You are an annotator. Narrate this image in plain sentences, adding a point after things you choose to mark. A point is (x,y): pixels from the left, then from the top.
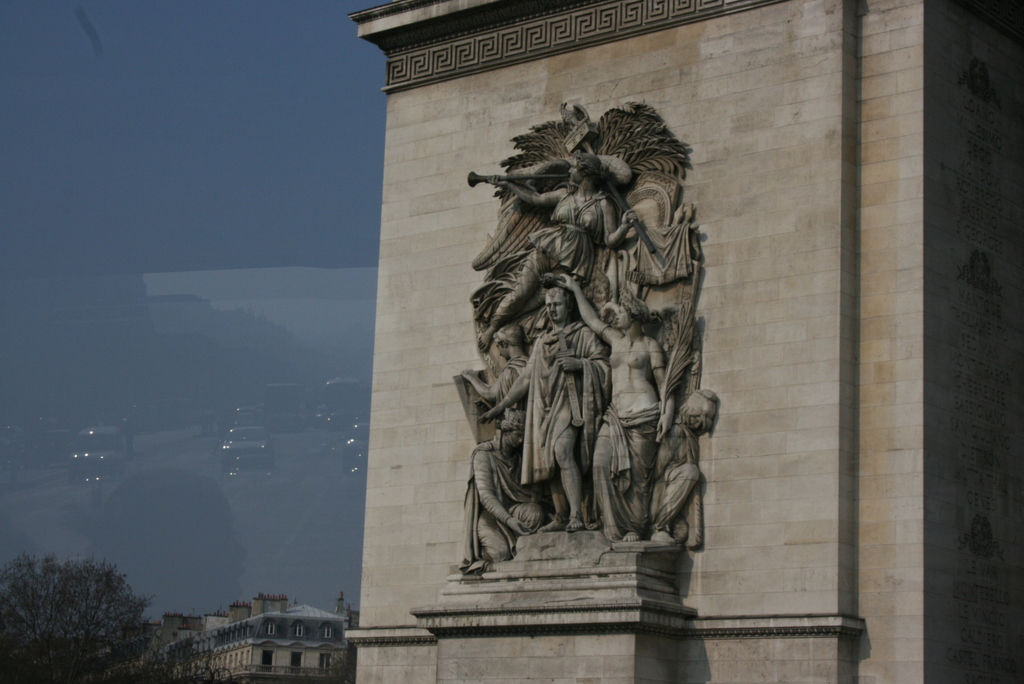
In this image I can see there are buildings (785,495) and a statue (563,276). On the side there is a reflection (251,403) of the cars (226,464). There are trees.
